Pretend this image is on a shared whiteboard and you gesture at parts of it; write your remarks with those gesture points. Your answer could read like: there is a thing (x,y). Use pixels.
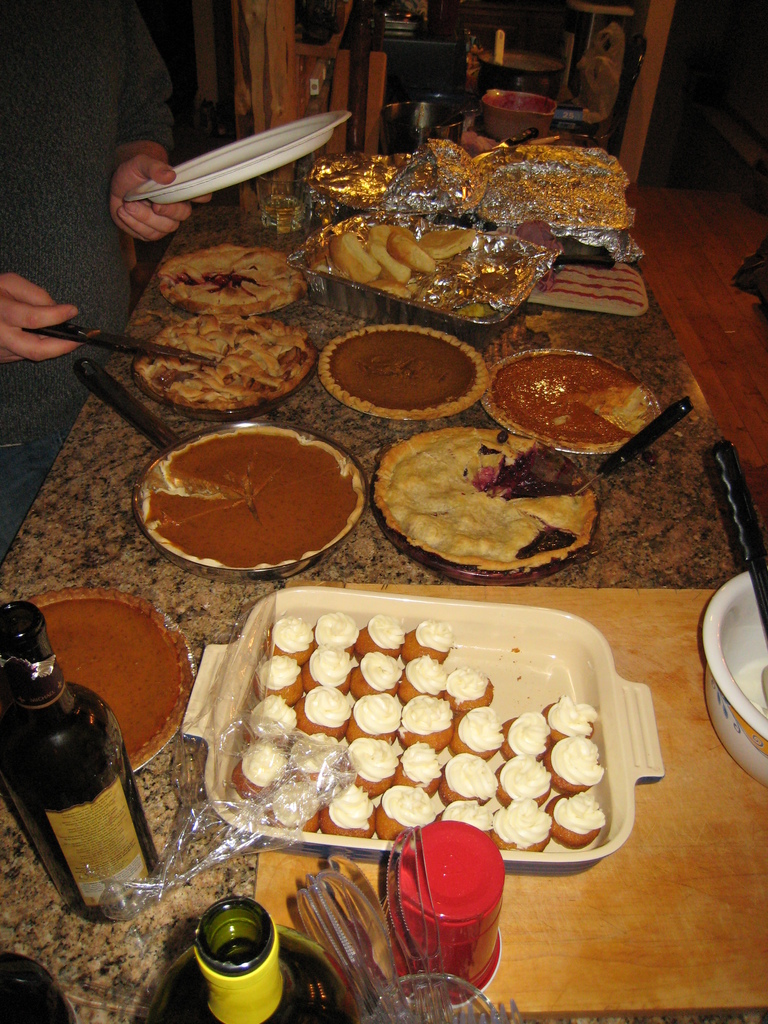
There is a person (71,156) holding a plate (311,126) in left hand (168,232) and looking for some food (201,340). This is a wine bottle (130,791) on the left side (121,784). This is a bun (449,235) on the center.
